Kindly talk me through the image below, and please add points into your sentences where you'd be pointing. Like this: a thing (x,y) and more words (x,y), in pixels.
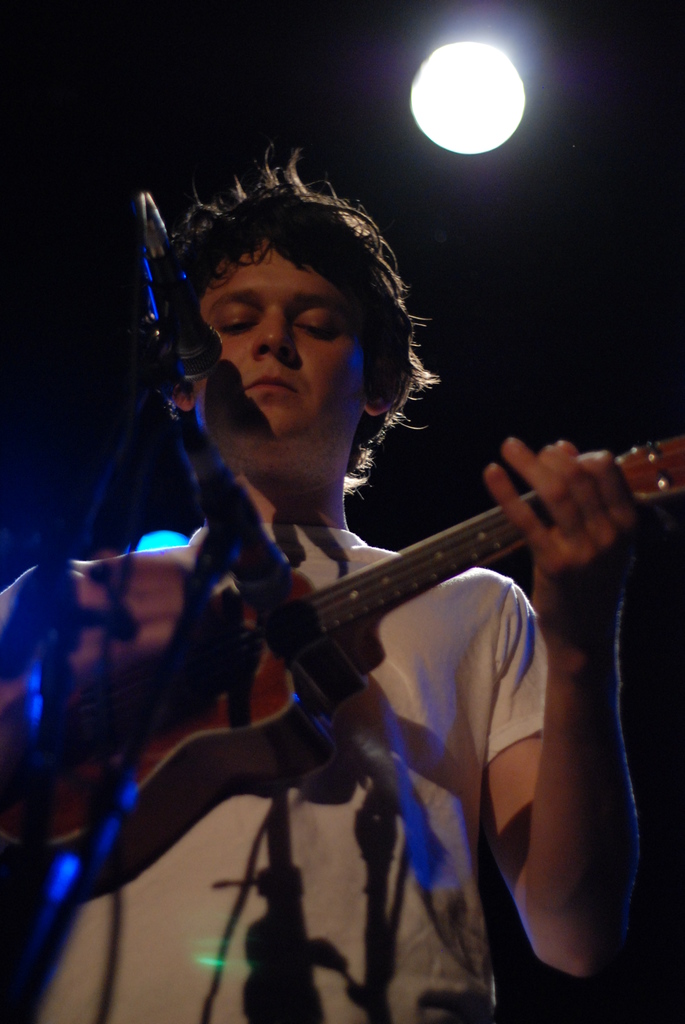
In this image I can see a man (297,783) is playing guitar (444,542) in front of a microphone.
